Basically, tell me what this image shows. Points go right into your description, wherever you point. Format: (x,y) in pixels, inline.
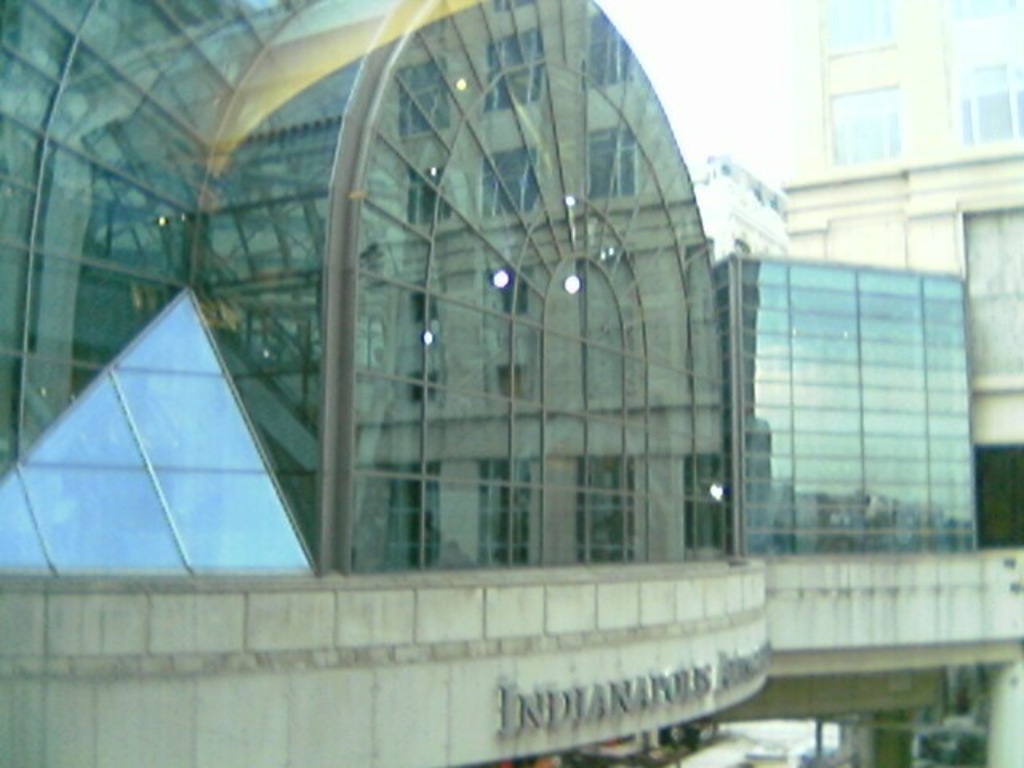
In this image we can see buildings (669,179) and sky (691,141).
